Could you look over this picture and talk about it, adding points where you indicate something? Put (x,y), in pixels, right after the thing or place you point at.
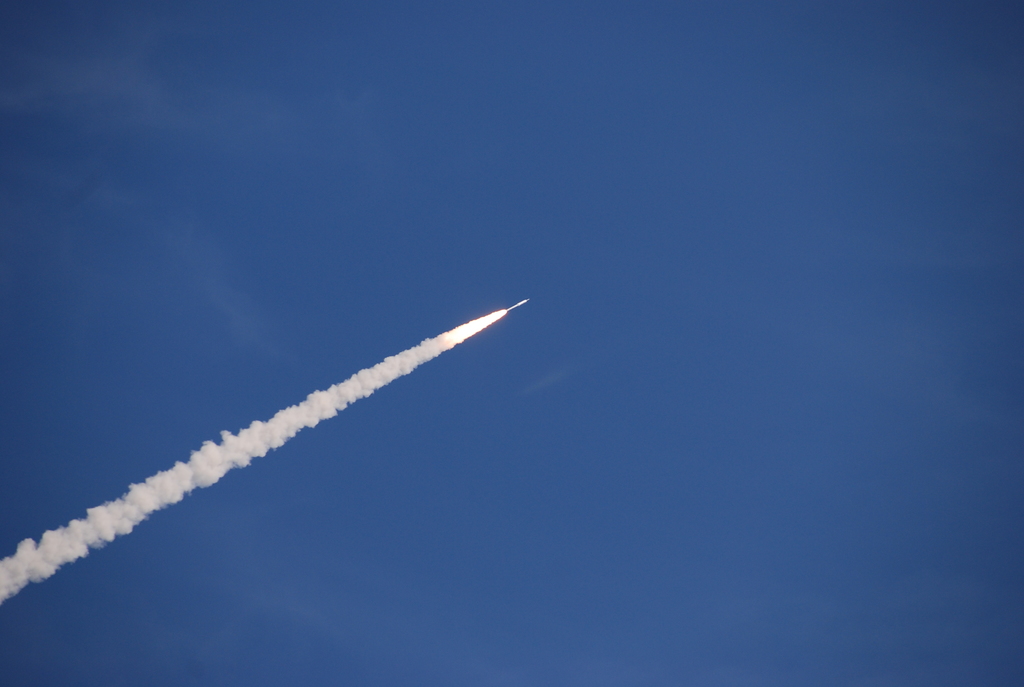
In this image we can see a rocket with fire (486,320) and smoke (276,431) in the sky (321,352).
